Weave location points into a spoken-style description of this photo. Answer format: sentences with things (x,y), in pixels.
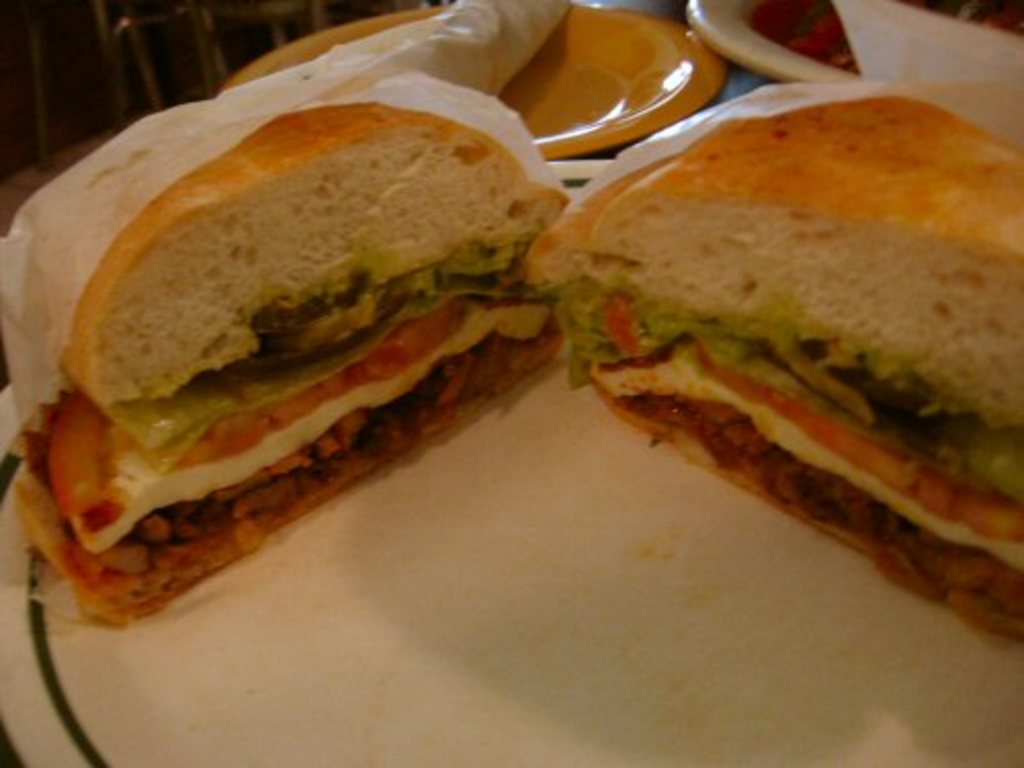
In this picture, we see two sandwiches (349,352) are placed on the white plate (379,631). Beside that, we see a yellow plate (714,53) and a white plate (738,40). At the top (290,6), we see some objects (167,67) which look like the chairs (227,48).
